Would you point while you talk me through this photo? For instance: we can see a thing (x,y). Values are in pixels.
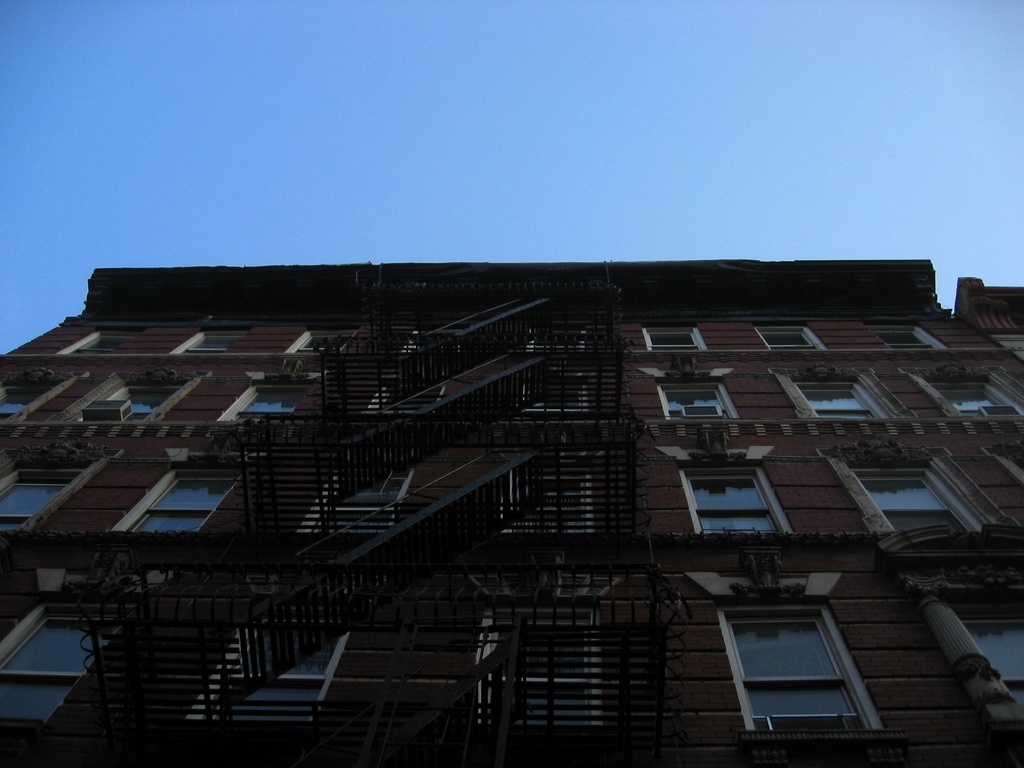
In this image there is the sky (460,144) towards the top of the image (483,110), there is a building (734,447), there are staircase (377,528), there are windows (771,649).
